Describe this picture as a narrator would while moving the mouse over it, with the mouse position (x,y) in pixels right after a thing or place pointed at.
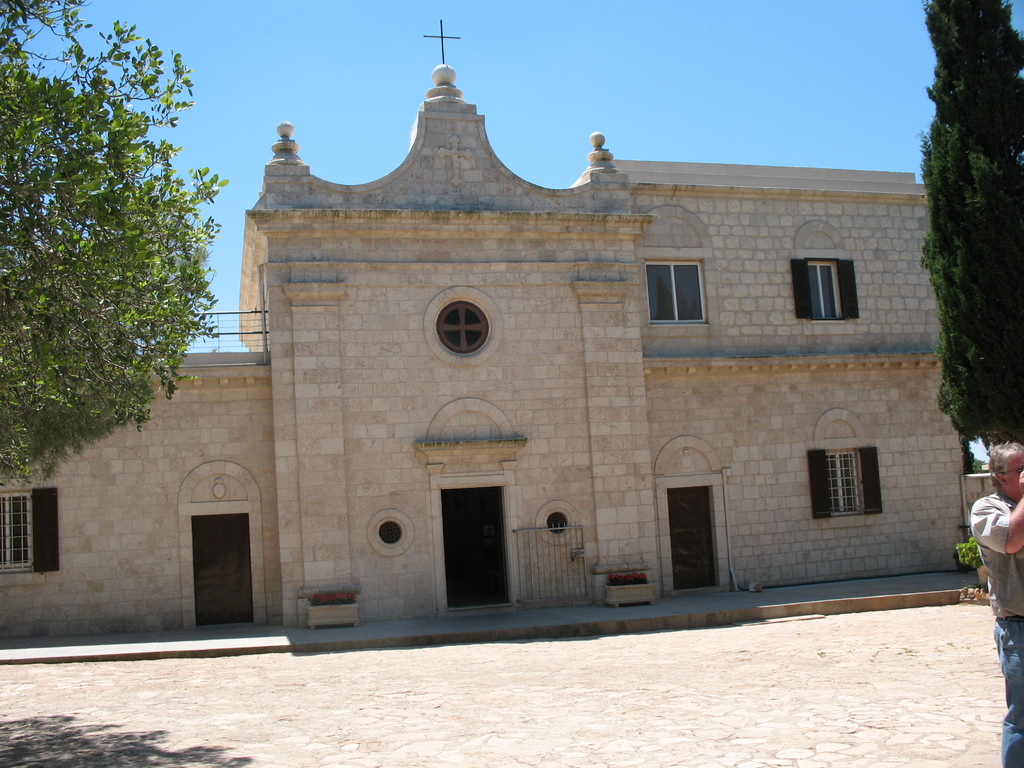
In this image we can see the building (679,303) and here we can see the glass windows (830,310). Here we can see a tree (38,316) on the left side (68,210) and the right side (979,69) as well. Here we can see a person (1020,726) on the right side (1016,480). This is a sky (784,134).
